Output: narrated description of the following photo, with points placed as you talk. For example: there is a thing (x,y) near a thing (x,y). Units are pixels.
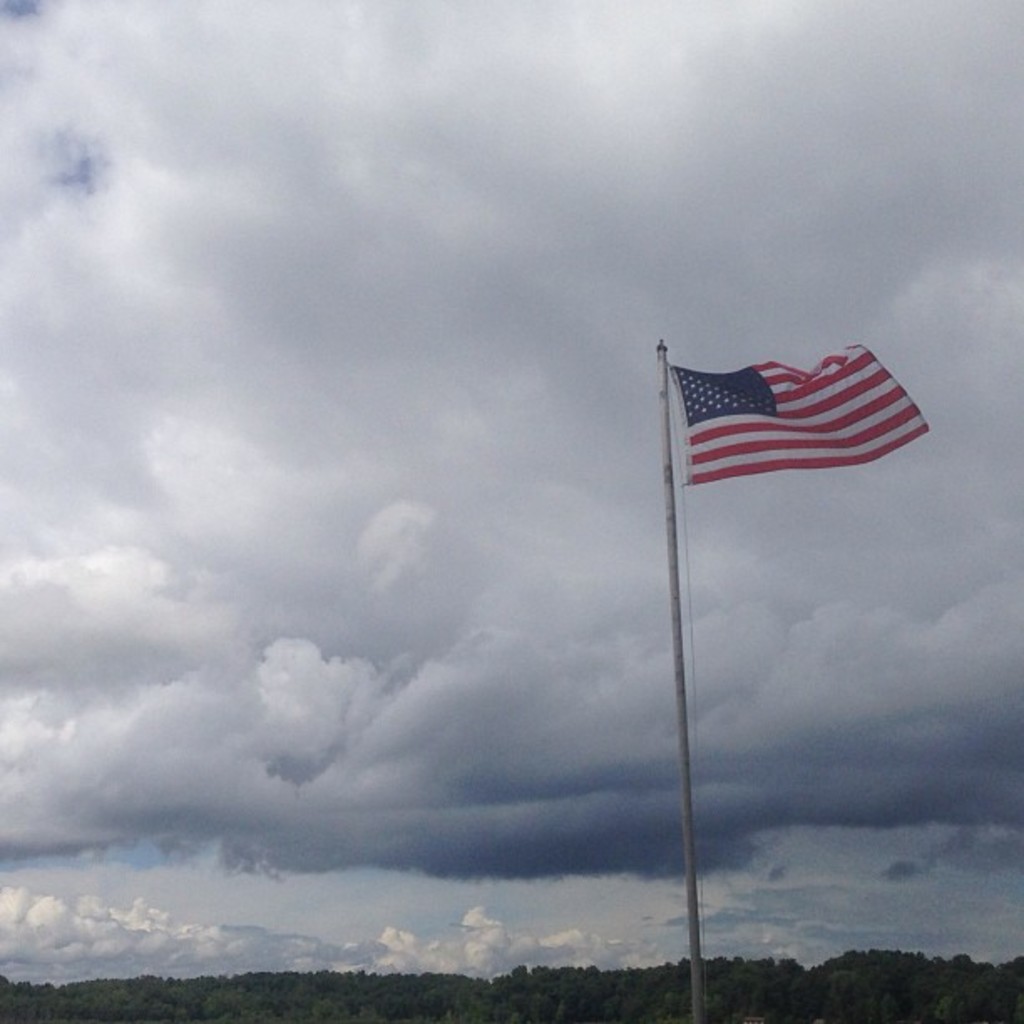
In this image there is a flag (755,438) to a pole (684,701). At the bottom (231,994) there are trees (708,982). At the top (381,313) there is the sky (441,250). The sky (460,426) is cloudy.
